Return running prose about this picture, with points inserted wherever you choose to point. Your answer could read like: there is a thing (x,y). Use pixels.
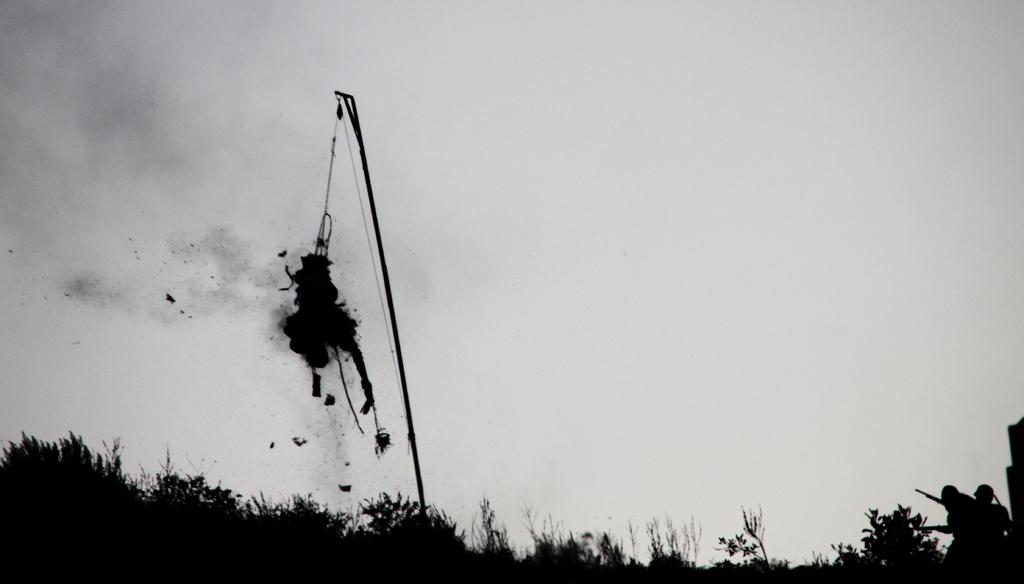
This picture is clicked outside. On the left (323,296) there is an object (323,271) hanging on the rod (418,480) with the help of the rope (332,168). In the foreground (957,526) we can see the two persons (954,521) and we can see the trees (211,531). In the background (519,519) we can see the sky (493,390).
